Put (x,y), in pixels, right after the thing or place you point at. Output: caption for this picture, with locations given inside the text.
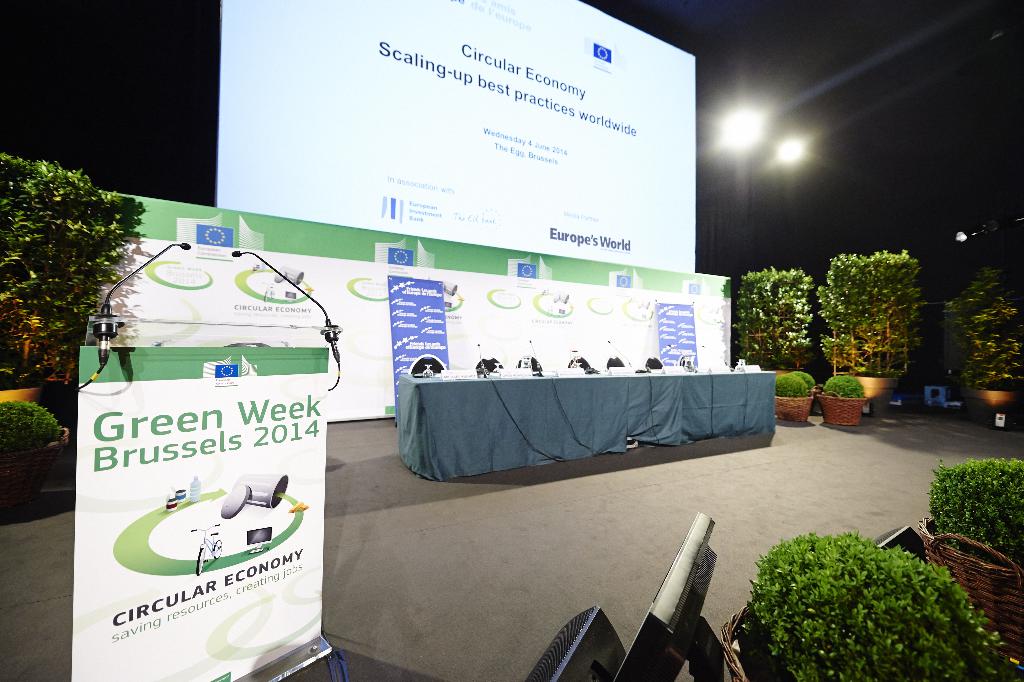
In this Image I can see the banner (240,512). To the side there is a table (525,456) and i can see some mics (631,364) on it. In the back (439,322) I can see the banners (441,288) and the board (377,182). To the side there are trees (854,316). In the front (808,603) I can see few more plants (850,600). In the back (127,83) there are lights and the dark wall (787,220).
